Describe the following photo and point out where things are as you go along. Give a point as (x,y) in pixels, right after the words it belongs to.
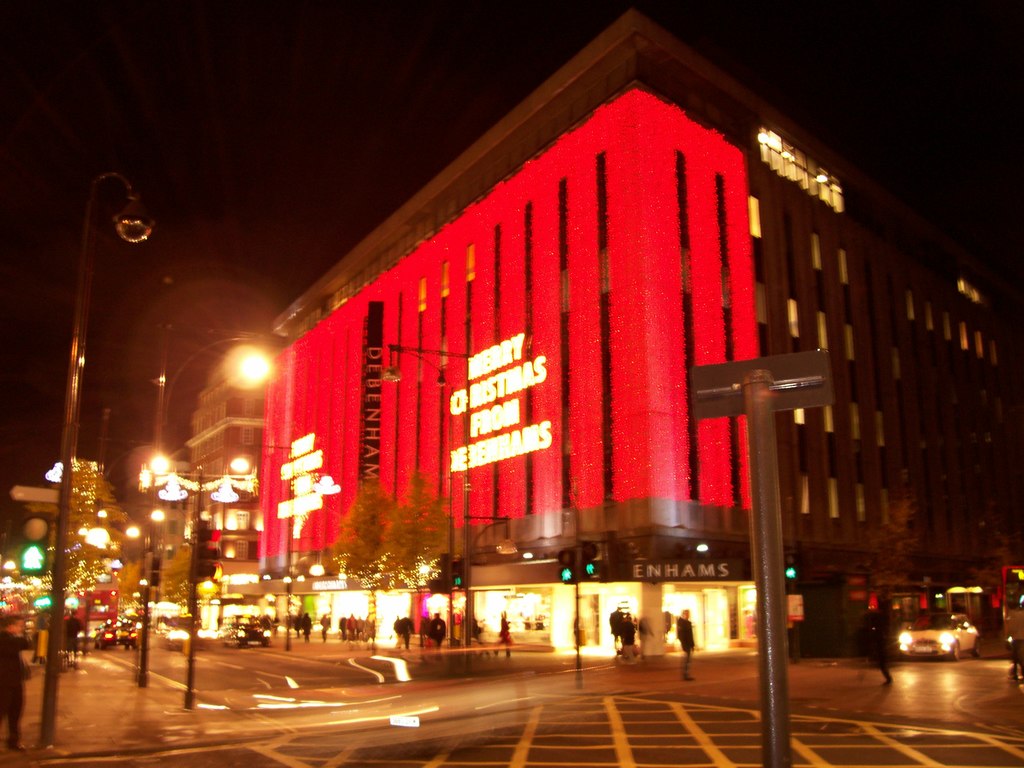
In this picture, we can see some vehicles (944,633) on the road (991,648) and groups of people (1021,678) walking on the path (97,653) and on the left side of the people (432,631) there are poles (574,631) with lights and signals (41,607) and on the right side of the people (367,632) there is a tree (388,554) and buildings (406,601).
